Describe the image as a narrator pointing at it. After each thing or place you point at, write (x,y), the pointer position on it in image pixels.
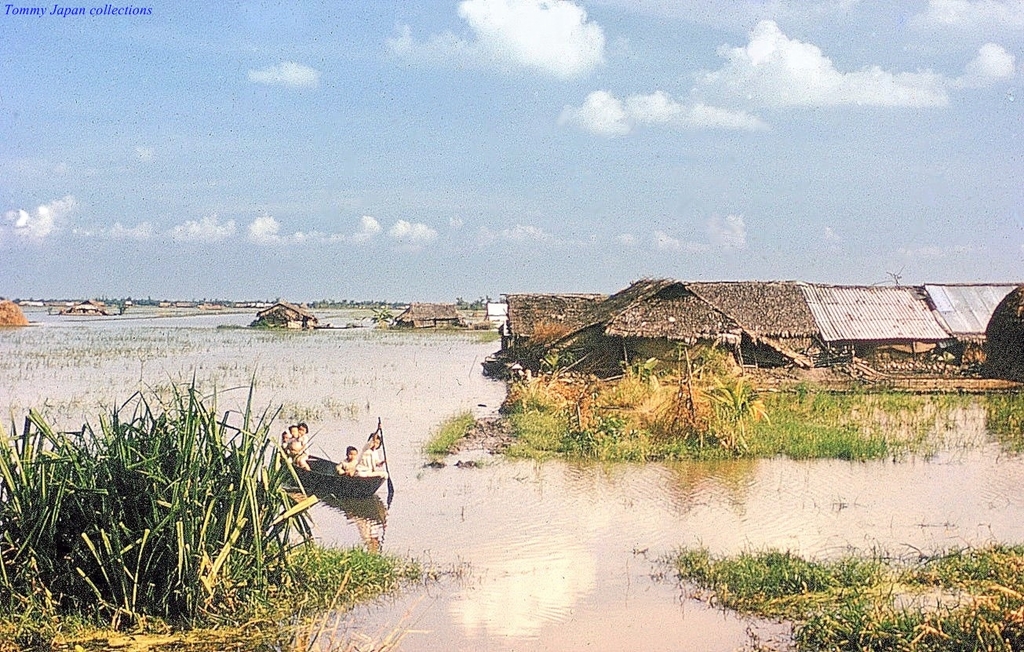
In this picture we can see some people (338,466) are sitting on the boat (322,470) and the boat (339,479) is on the water (501,529). Behind the boat (334,464) there are houses (452,320), trees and the sky (242,150).
